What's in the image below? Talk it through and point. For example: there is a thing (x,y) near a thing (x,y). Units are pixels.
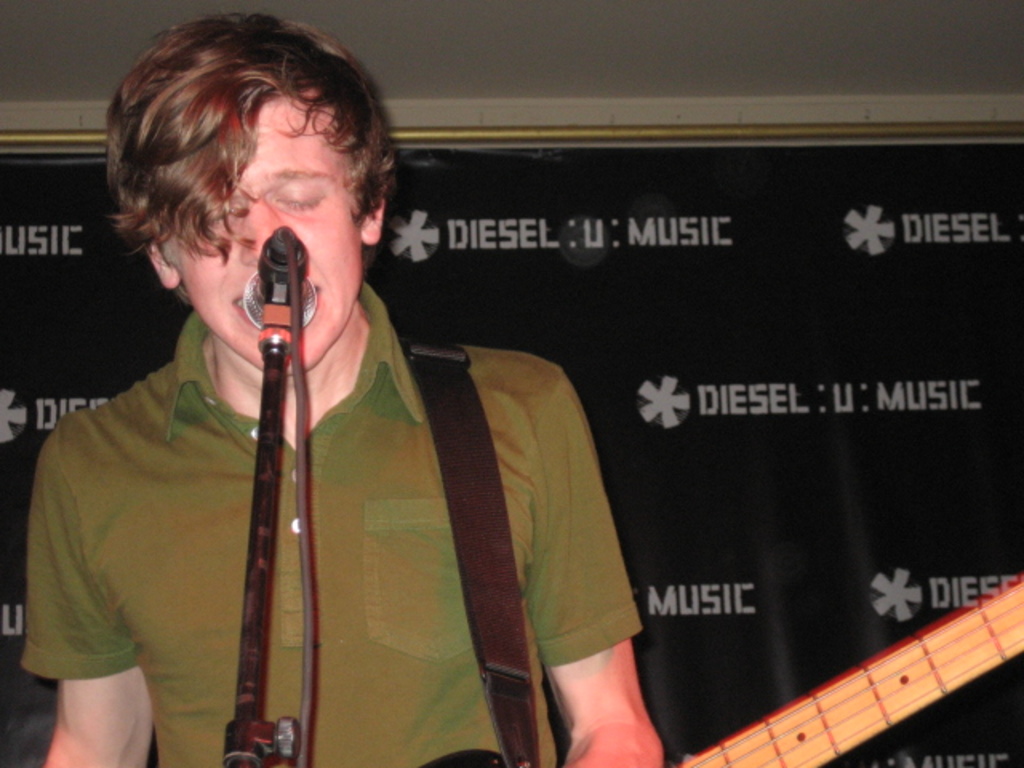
In the image there is a man (370,361) holding a guitar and opened his mouth (313,287) in front of a microphone (286,301) for singing and background (672,254) we can see black color hoardings (812,308), on top (487,50) there is a roof (487,35) which is in white color.
